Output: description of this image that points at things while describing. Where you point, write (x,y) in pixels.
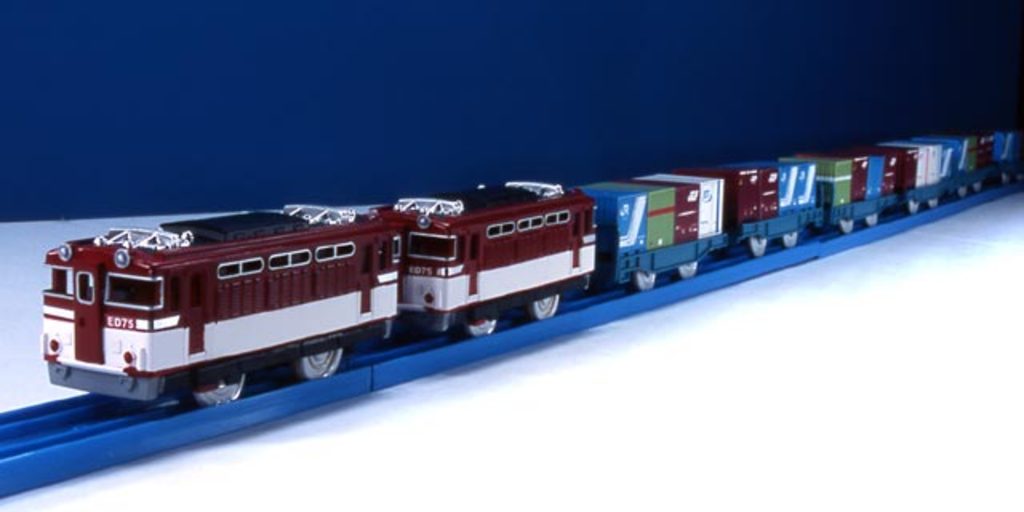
In this image we can see a train (623,251) on the blue color track (73,433) which is placed on the white color surface (698,403). The background of the image (182,116) is in blue color.
